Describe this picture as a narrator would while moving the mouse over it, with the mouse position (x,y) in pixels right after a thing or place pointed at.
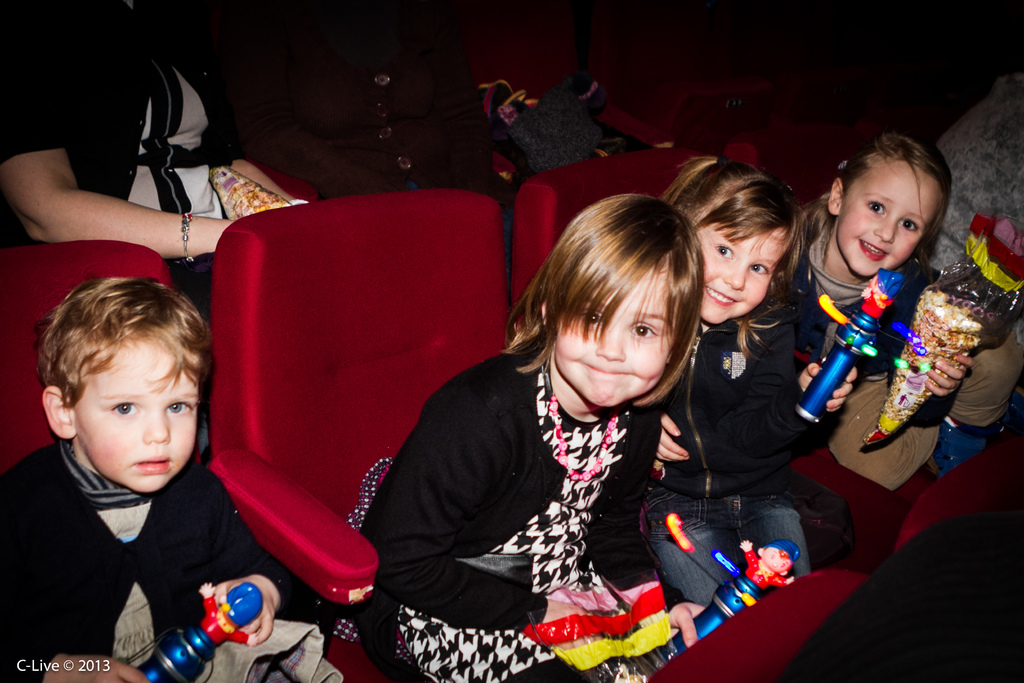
In the center of the image (488,378) we can see little kids (496,465) are sitting on the chairs (325,538) and they are holding some objects (801,404). And we can see they are smiling. In the bottom left side of the image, we can see some text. In the background (62,226) we can see a few people (62,226), one bag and a few other objects (523,111).
